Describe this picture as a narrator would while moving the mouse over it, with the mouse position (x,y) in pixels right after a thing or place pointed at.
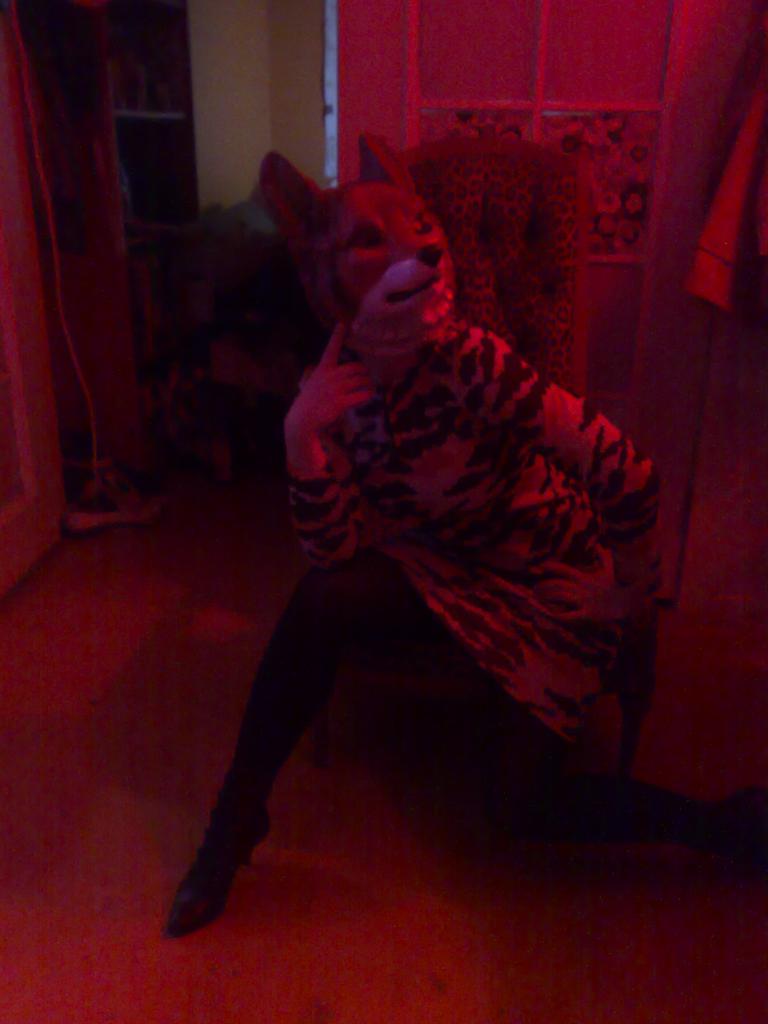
In this image there is a person (391,268) with a mask (392,253), and in the background (508,288) there is a chair (506,301) and some other items (262,336).
